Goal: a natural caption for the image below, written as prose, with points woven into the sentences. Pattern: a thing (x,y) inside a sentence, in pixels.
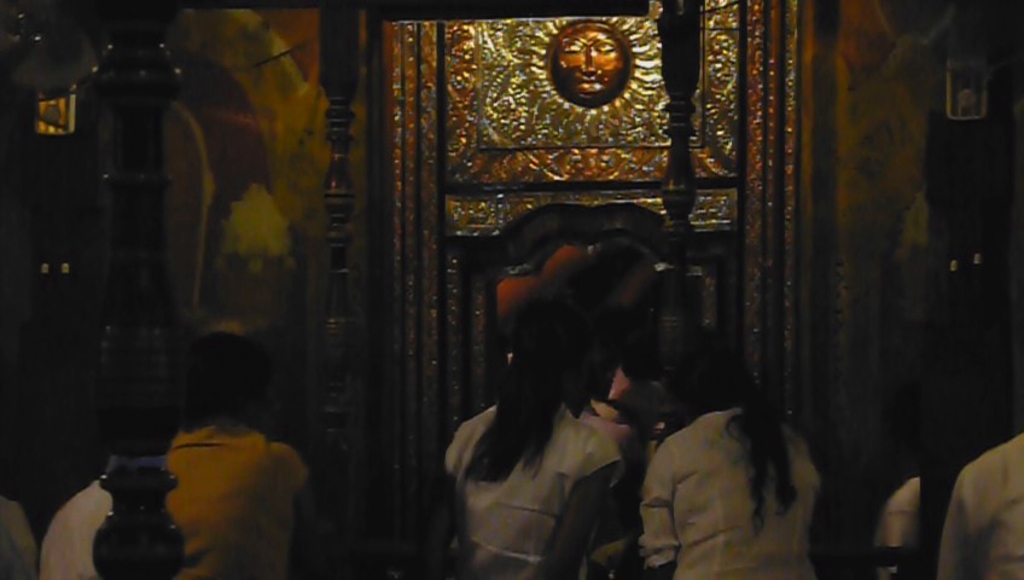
In this image we can see wooden poles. Also there are people (556,470). In the back (792,132) we can see wall (830,132). On the wall (436,80) there is gold coating (560,133). Also there is an entrance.
